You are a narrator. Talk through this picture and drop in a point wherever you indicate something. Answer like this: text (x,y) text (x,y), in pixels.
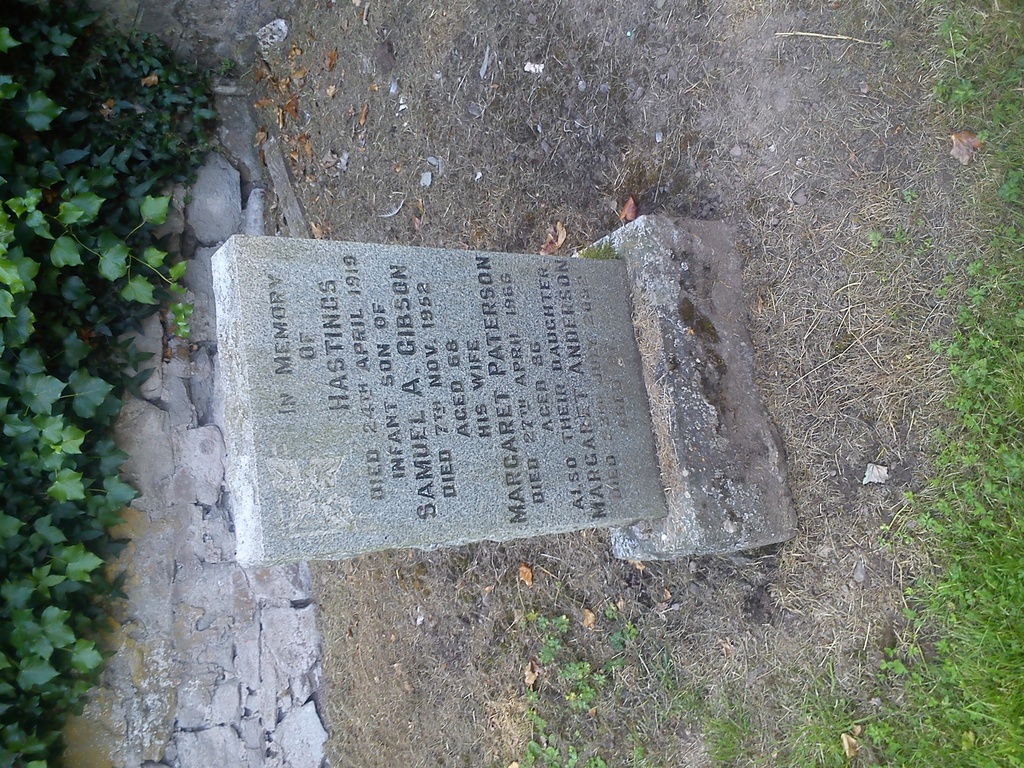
In this image I can see a grey colour stone (413,428) and on it I can see something is written. I can also see grass (826,288) and green colour leaves (62,168).
